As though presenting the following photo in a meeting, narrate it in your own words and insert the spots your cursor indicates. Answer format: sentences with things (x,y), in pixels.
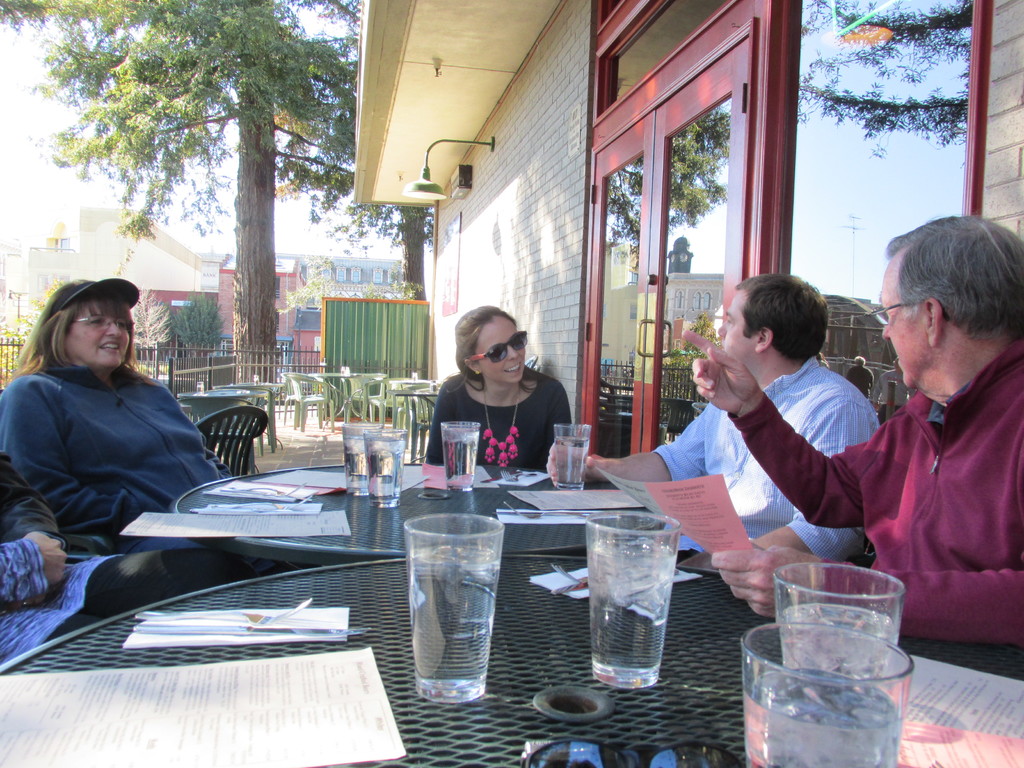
In the image we can see five persons (876,468) were sitting on the chair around the table (498,492), on table (483,729) we can see some objects (630,619) like glasses (625,593), paper (555,574) etc. Coming to the background (387,209) we can see the building (525,229), trees (270,183) and sky (10,141) and empty chairs (327,414).
